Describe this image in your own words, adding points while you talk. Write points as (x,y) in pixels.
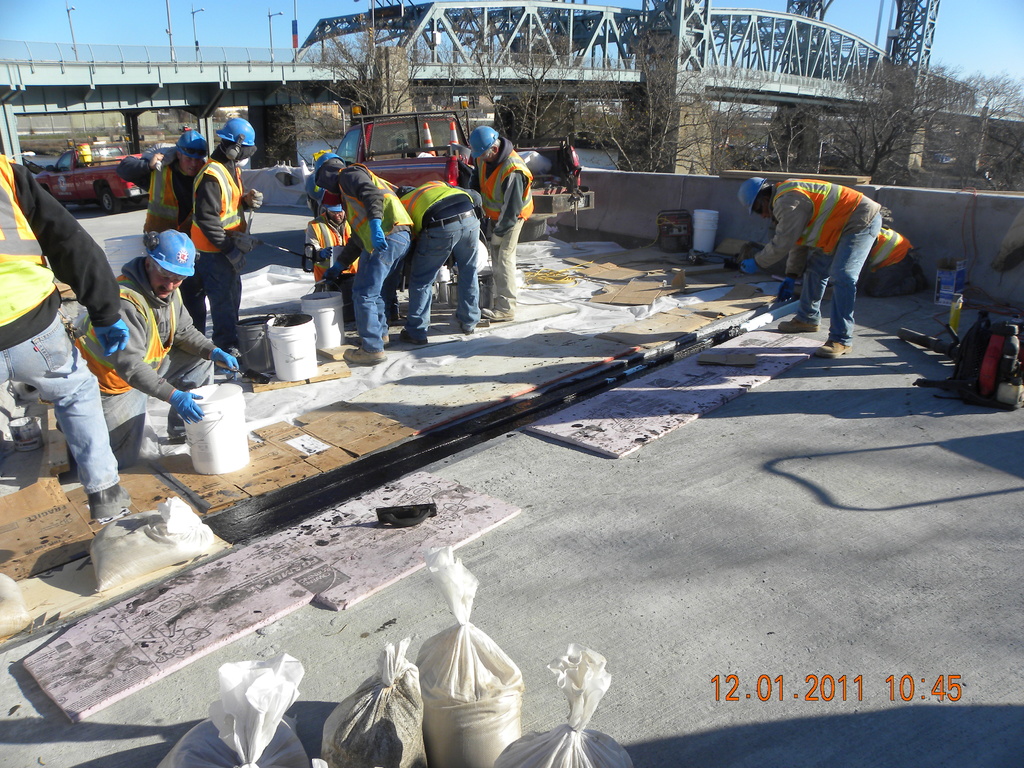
Here in this picture we can see a group of men (460,250) wearing aprons (510,196) and helmets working over a place and we can also see some buckets (231,414) present over there and we can also see some other things (367,446) present and behind them we can see a bridge (199,90) present and we can also see plants (746,135) and trees (843,146) present and we can see the sky (751,4) is clear.
